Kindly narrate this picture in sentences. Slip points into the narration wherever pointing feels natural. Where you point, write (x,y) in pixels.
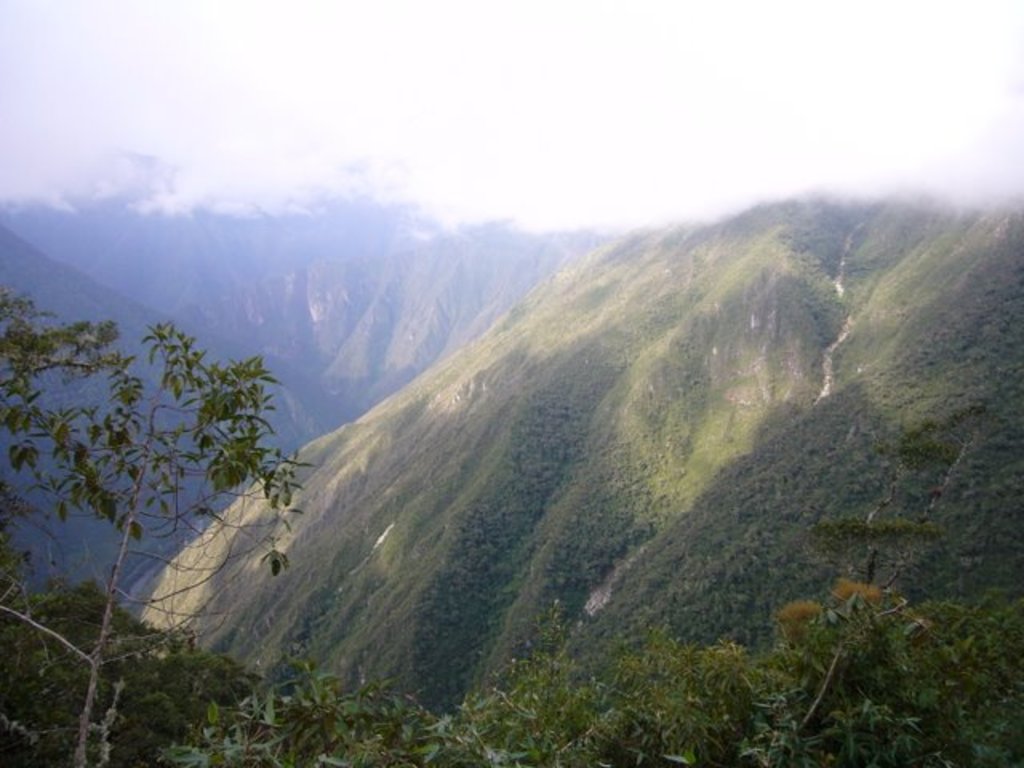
In the foreground of the image (223,692) we can see a group of trees (91,662). In the background (680,271), we can see mountains (568,286) and the sky (546,127).
